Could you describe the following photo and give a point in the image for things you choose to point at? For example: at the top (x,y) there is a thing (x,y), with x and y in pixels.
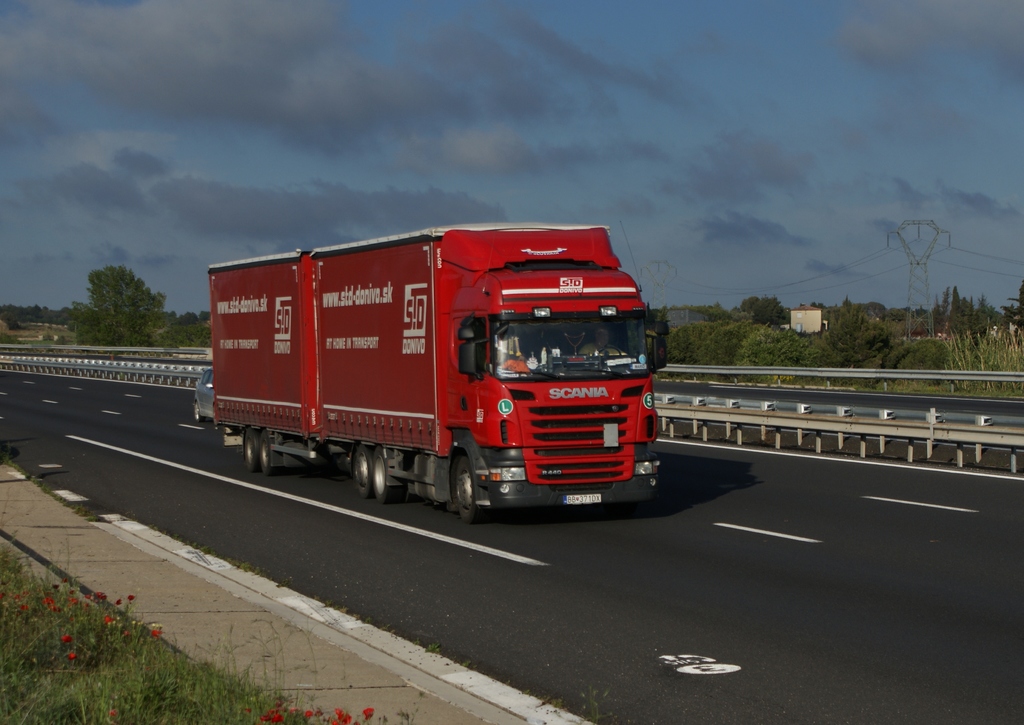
In this image there is a truck (382,455) on the road (504,572). Behind the truck (232,384) there is a car (202,406). On the left side (162,642) bottom there are plants (146,647) to which there are flowers (75,657). Beside the road (894,477) there is a railing (806,402). At the top (777,65) there is the sky (818,72). On the right side (910,295) there is an electric pole (908,266) to which there are wires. Beside the road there are trees (826,332).
